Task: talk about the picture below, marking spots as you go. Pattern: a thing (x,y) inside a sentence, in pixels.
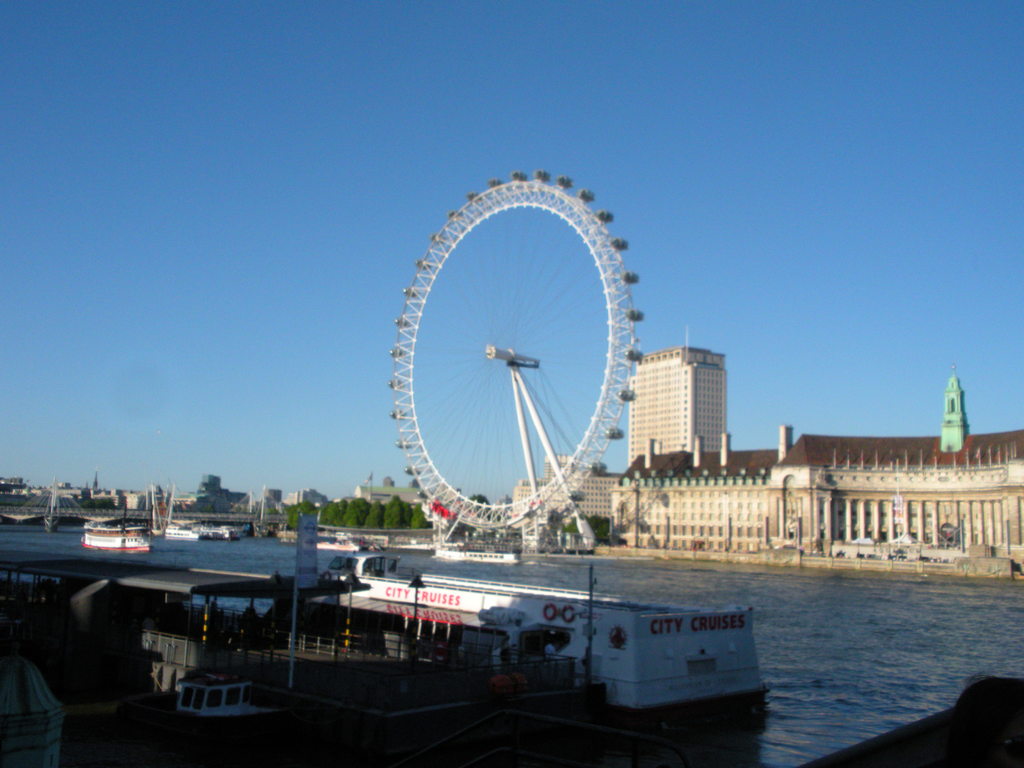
In this image I can see water (763,659) and in it I can see few boats (496,607). On this boat (479,607) I can see something is written in red colour. In the background (331,504) I can see number of trees (402,505), number of buildings (627,537), a white colour giant wheel (585,468) and the sky (374,154).
